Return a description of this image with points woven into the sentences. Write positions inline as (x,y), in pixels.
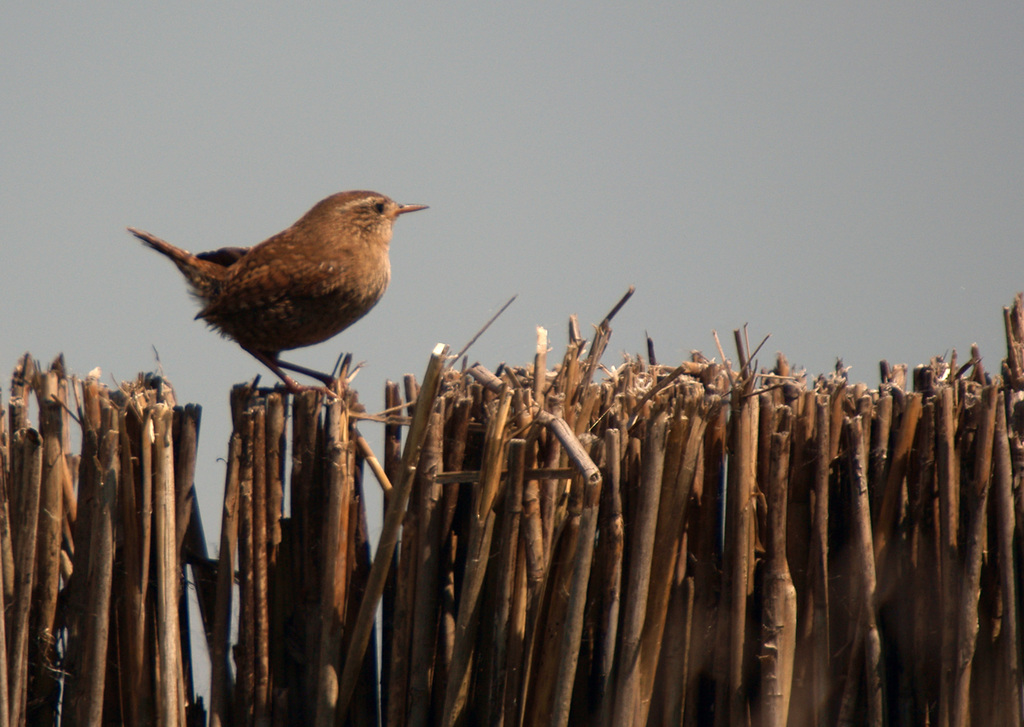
In the foreground (420,431) we can see a group of wooden sticks (440,567) which are placed in an order. We can also see a bird (205,291) on the wooden sticks (232,413) and the sky (532,206) which looks cloudy.
